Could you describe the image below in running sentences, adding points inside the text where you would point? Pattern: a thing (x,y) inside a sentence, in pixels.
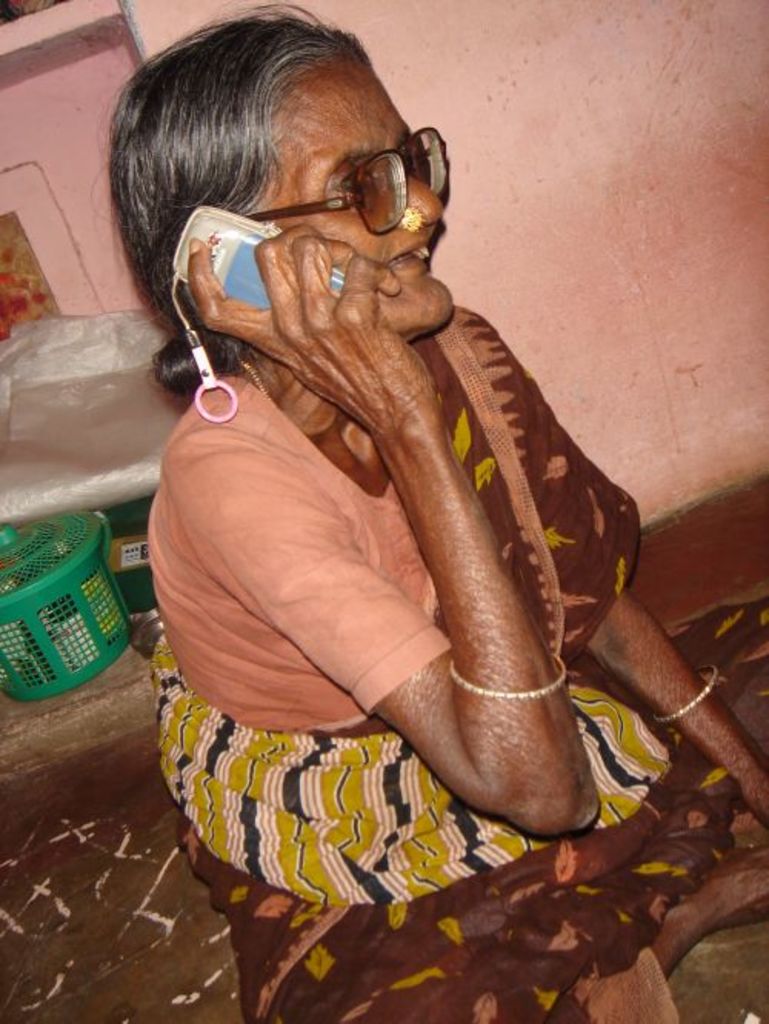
In this picture we can see the old woman (333,629) sitting on the ground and talking on the mobile phone (220,262). Behind there is a pink color wall (85,228) and a green basket (97,646) on the bottom side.
